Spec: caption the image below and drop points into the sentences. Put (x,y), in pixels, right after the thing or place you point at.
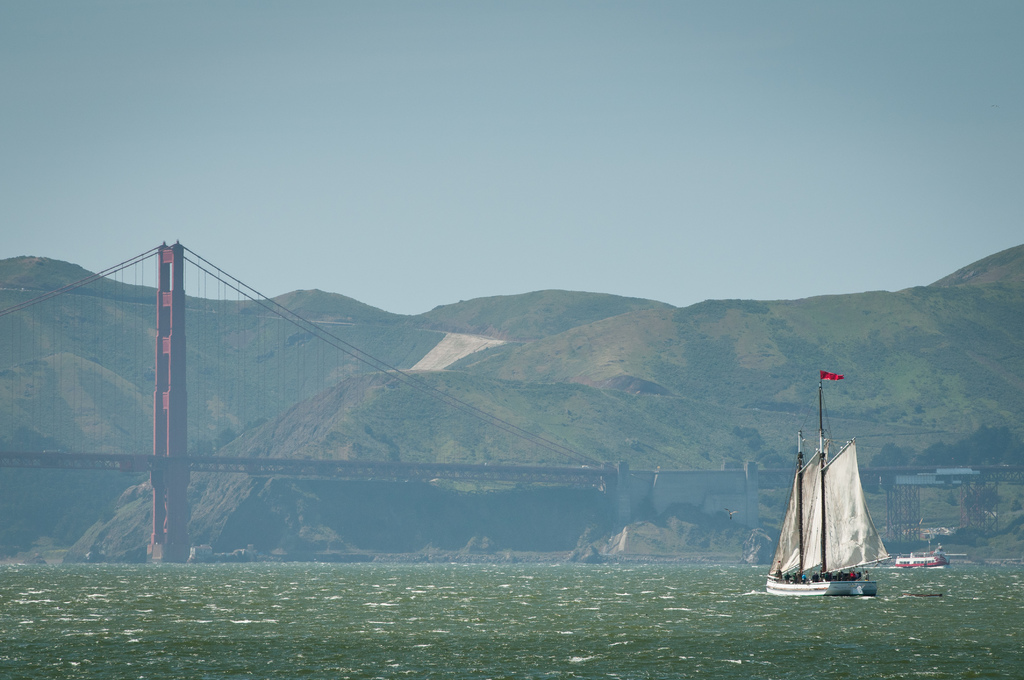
In the image we can see there are boats (844,536) in the water (870,600). We can even see the bridge (235,460), hills (501,486) and the sky (407,254).
